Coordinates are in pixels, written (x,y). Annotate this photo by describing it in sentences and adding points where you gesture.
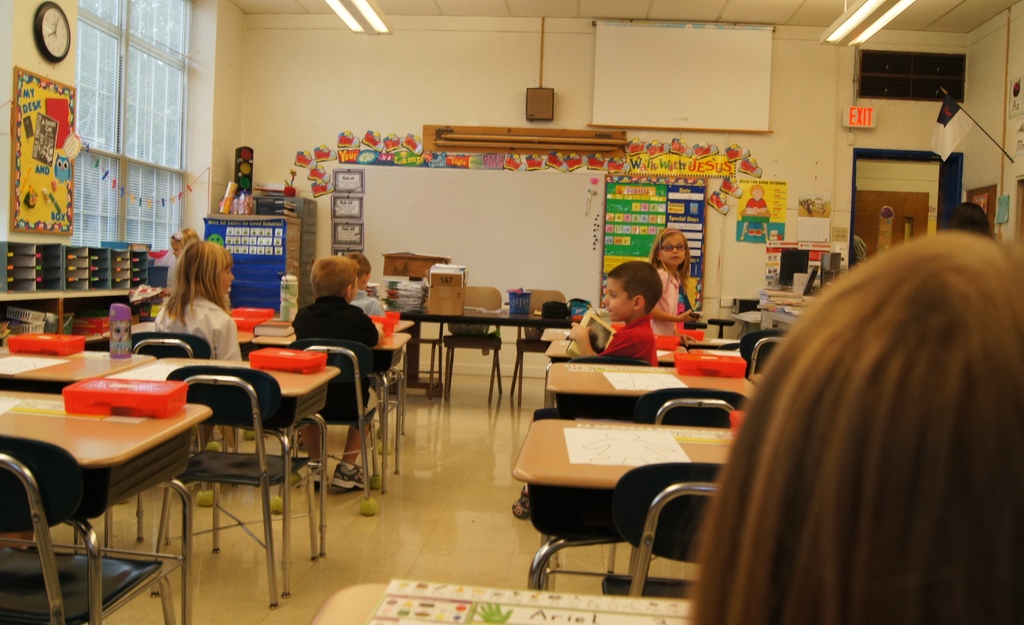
In this picture there are few kids (332,319) sat on chair (629,362) in front of the desk (666,387). It is a classroom (438,387) with white board (539,213) in the front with table (463,315) chair (480,302) and books (417,301) and there are ceiling lights (851,22) over the top and a speaker (534,109) above the board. There are some charts (667,204) on either side of wall (328,224). There is a clock (58,49) in left side (54,35) corner, there is a flag (959,129) at right side (941,129) corner. There is a entrance exit door (928,179) at right side (872,180) corner.
